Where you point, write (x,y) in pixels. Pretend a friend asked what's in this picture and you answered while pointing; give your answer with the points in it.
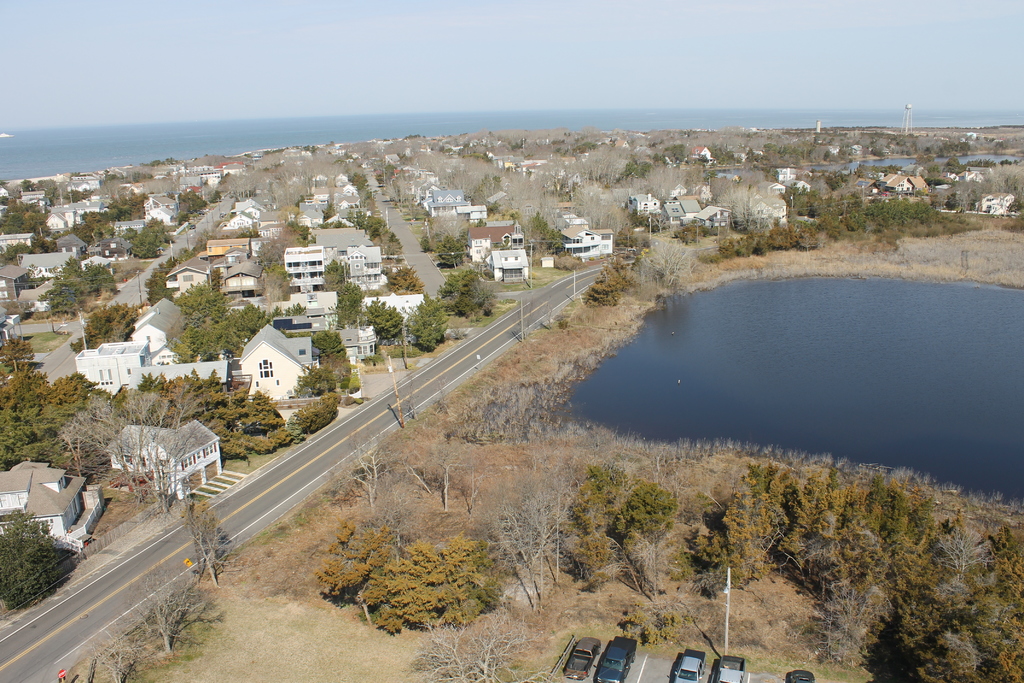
In this picture we can see the road (453,361), trees (844,527), water (976,436), buildings (605,244) with windows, cars (583,653) and in the background (544,13) we can see the sky (376,77).
